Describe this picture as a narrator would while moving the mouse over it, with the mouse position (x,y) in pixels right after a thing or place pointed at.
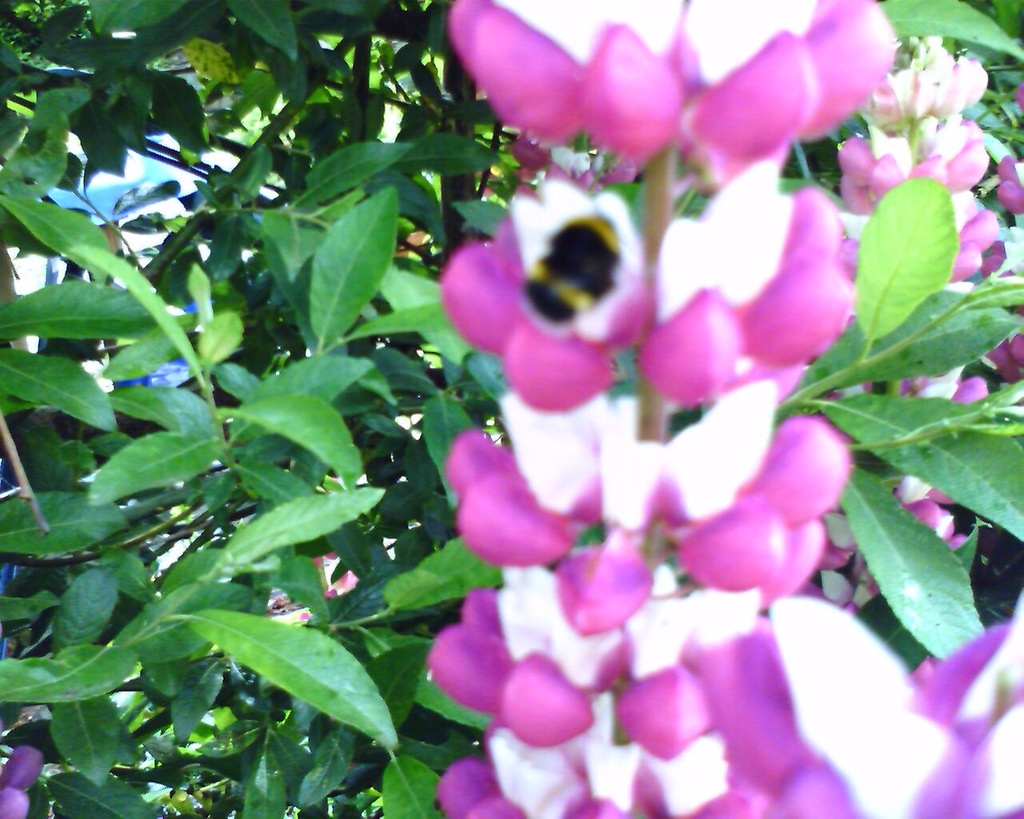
There are pink colour flowers (564,470) of a plant (558,738). In the background (165,402), there are trees (167,300) having green color leaves (256,487).
